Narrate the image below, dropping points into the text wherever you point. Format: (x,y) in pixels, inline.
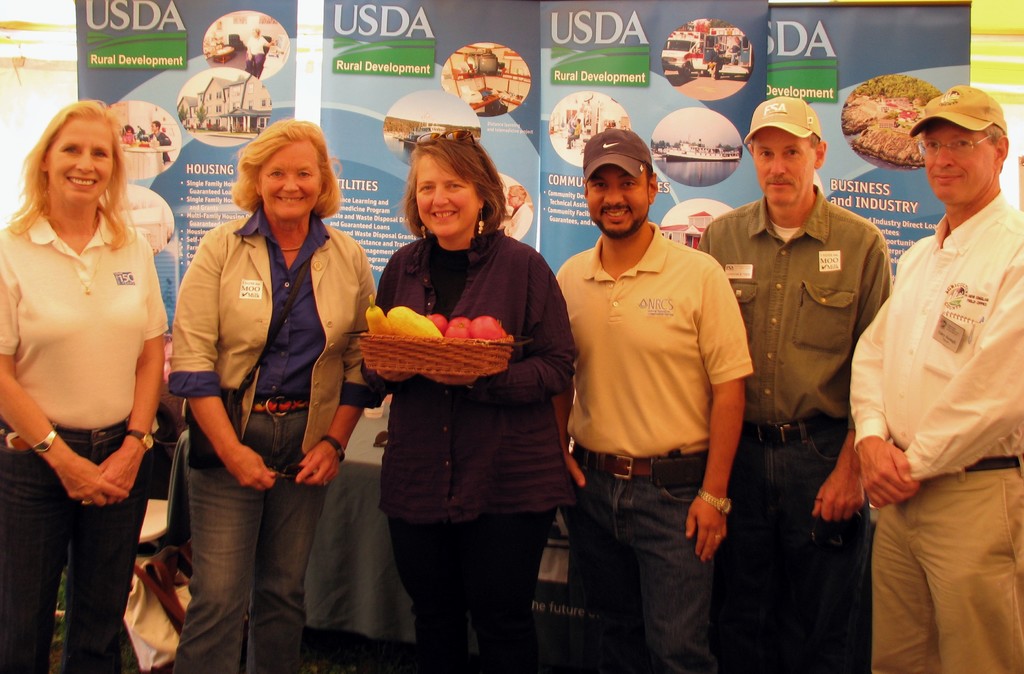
In this image I can see six persons (300,173) are standing on the floor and one person (555,389) is holding a fruit basket (415,371) in hand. In the background (536,109) I can see boards (641,131). This image is taken may be in a hall (722,461).
